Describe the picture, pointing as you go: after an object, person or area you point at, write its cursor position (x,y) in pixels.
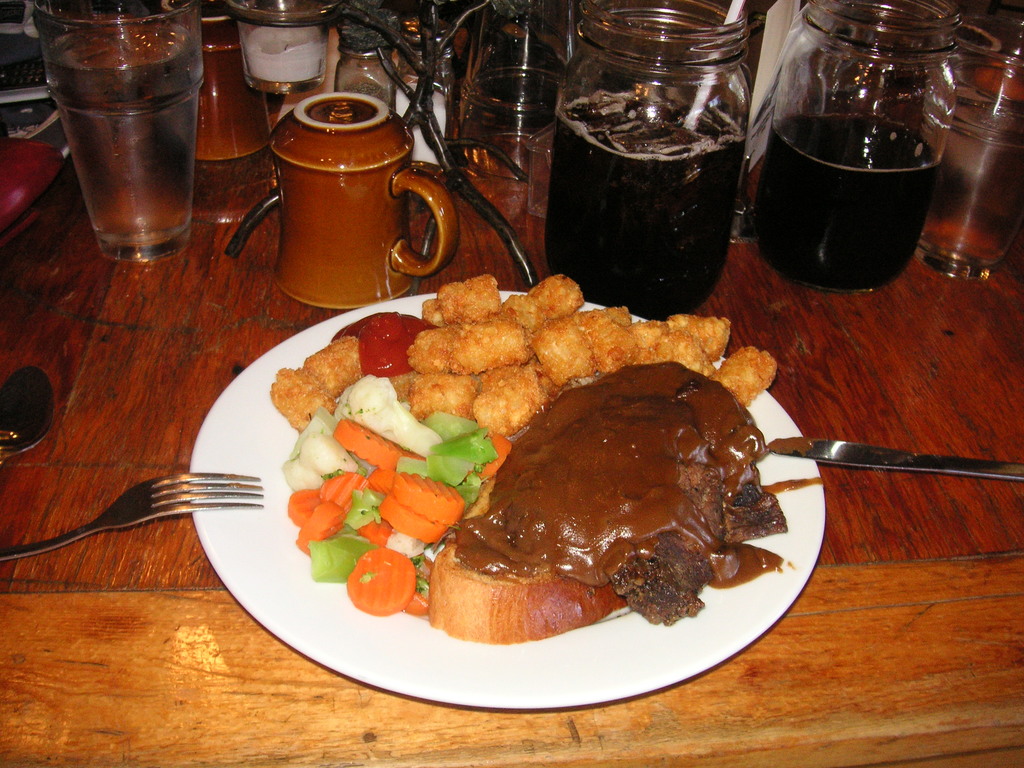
In this image we can see food (724,515) placed on a plate (415,650) with spoons (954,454) on the table (695,727). In the background (771,148), we can see group of glasses (535,134), bottles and cups (435,184).
